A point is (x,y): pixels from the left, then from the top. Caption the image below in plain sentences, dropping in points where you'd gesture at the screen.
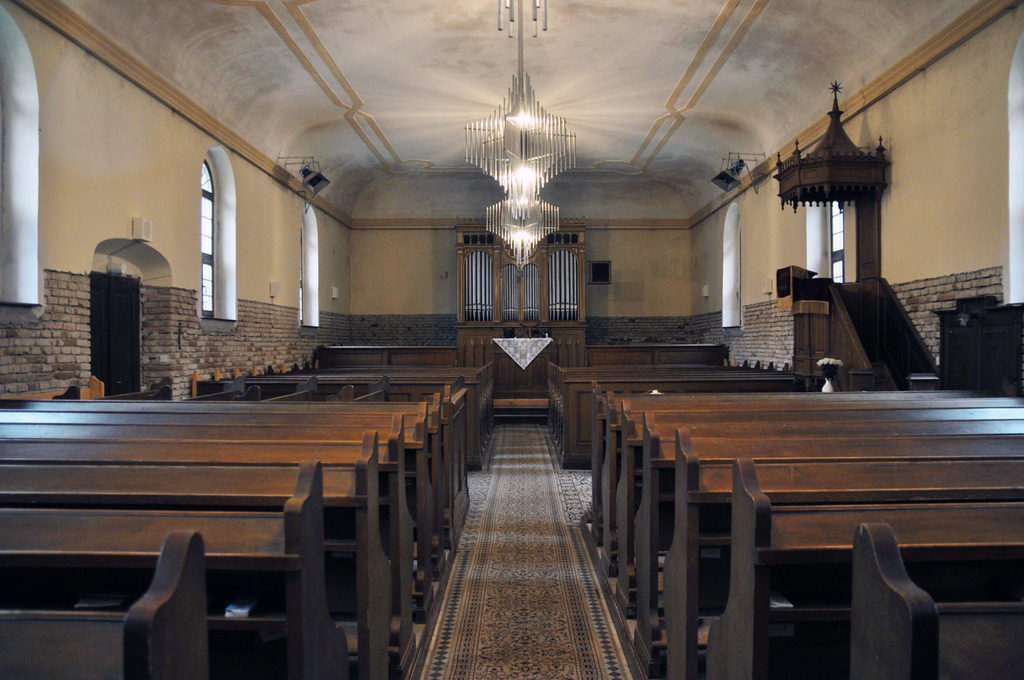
Here we can see benches (396,480) on the left (290,480) and right and in the middle (501,433) we can see carpet (518,514) on the floor (519,523). There are doors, windows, lights (497,131), steps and some other objects (525,308). This is a wall (629,283).
